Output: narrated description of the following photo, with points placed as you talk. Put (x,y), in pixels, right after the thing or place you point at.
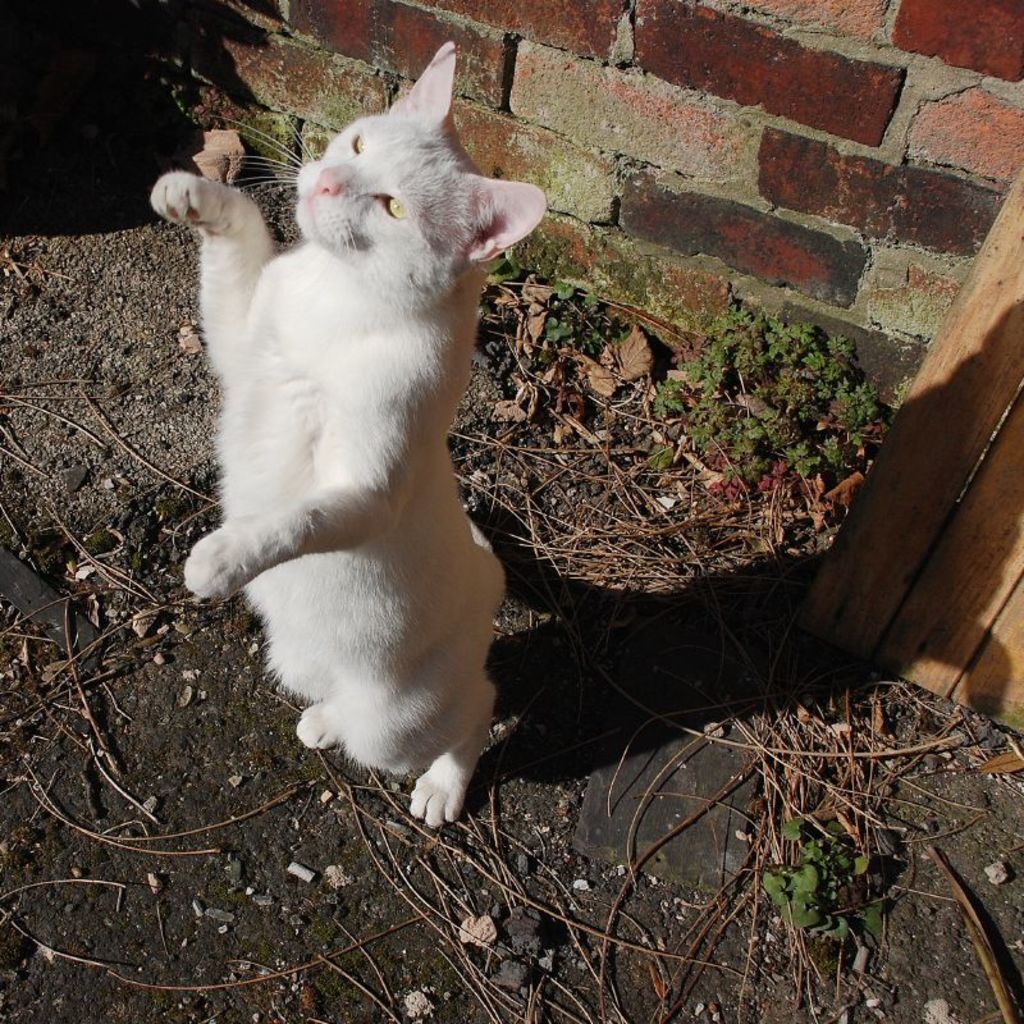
In this image I can see the cat (394,441) and the cat (386,629) is in white color, background (877,296) I can see plants (756,395) in green color and the wall (652,139) is in brown and gray color.
